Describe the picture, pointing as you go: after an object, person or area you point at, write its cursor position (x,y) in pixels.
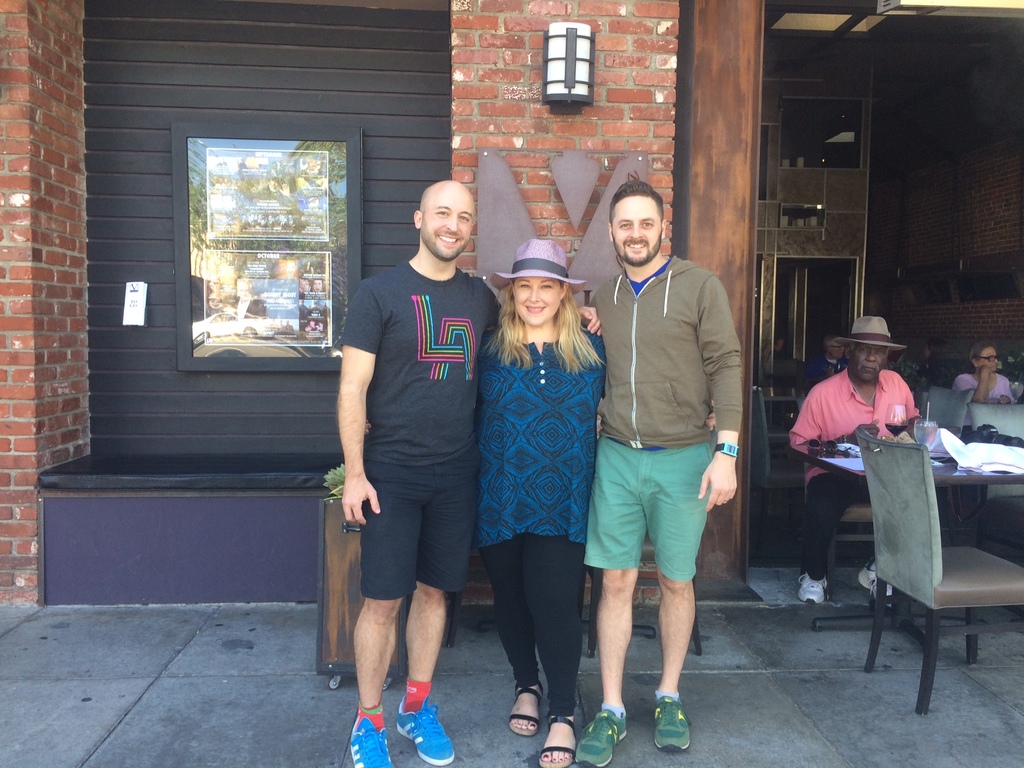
In this image we can see two men (588,314) and one women (548,369) are standing and smiling. On the right side of the image (849,378), we can see people (871,372) are sitting on the chairs (895,517) and we can see the table (964,482). On the table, glasses (929,437) and objects (955,453) are present. In the background (80,131), we can see the wall (52,257) and frame (265,344).
